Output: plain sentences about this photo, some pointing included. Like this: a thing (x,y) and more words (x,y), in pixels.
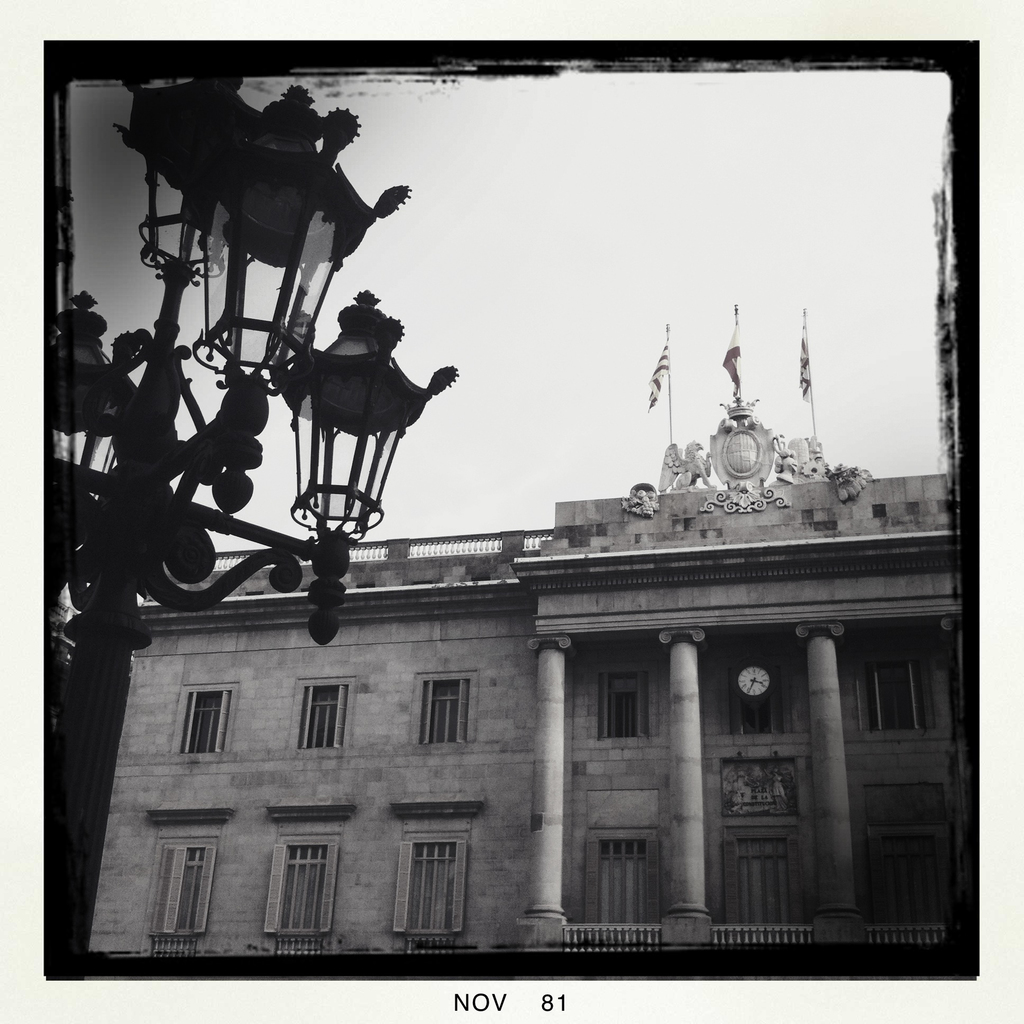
In this picture I can observe some lamps (200,232) fixed to the poles (131,459) on the left side (130,427). There is a building (399,751) and I can observe three pillars (694,847). There are three flags (654,394) on the top of the building (354,550). In the background (543,275) there is a sky (589,454). This is a black and white image.
